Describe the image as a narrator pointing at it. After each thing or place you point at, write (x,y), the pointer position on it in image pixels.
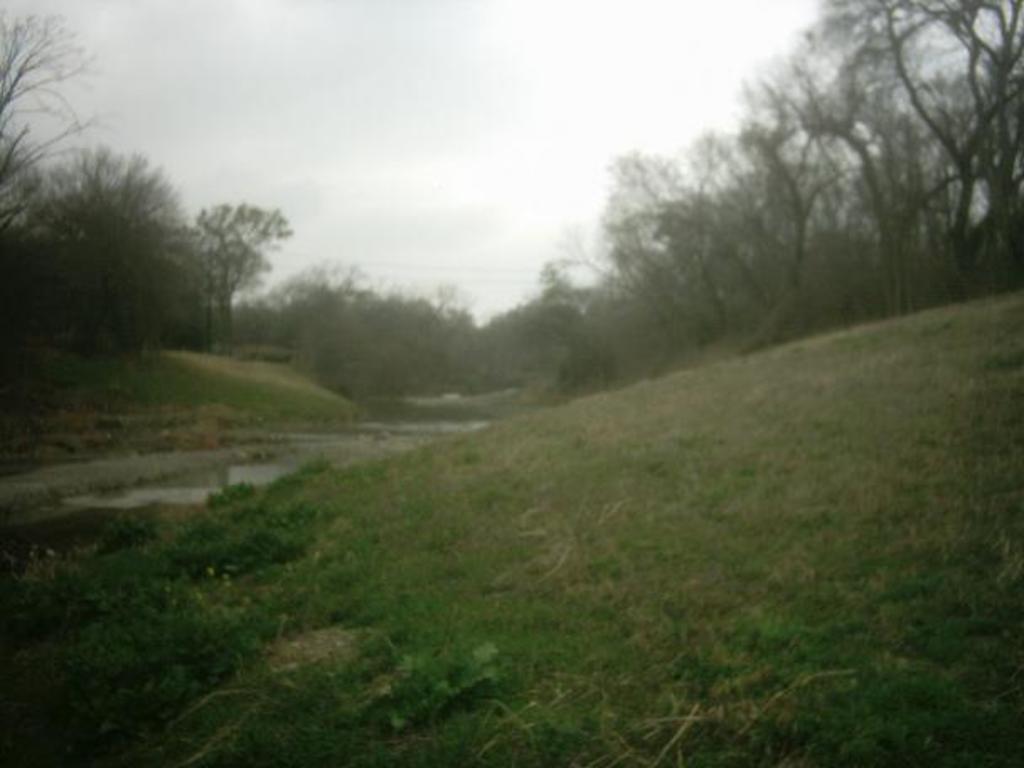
In this image at the bottom (332,644) there is grass (567,624) and on the left side (335,441) there is one pond (389,422). In the background (242,357) there are some trees (370,288), plants (389,357) and grass (197,383) and at the top (467,134) there is sky (467,134).
